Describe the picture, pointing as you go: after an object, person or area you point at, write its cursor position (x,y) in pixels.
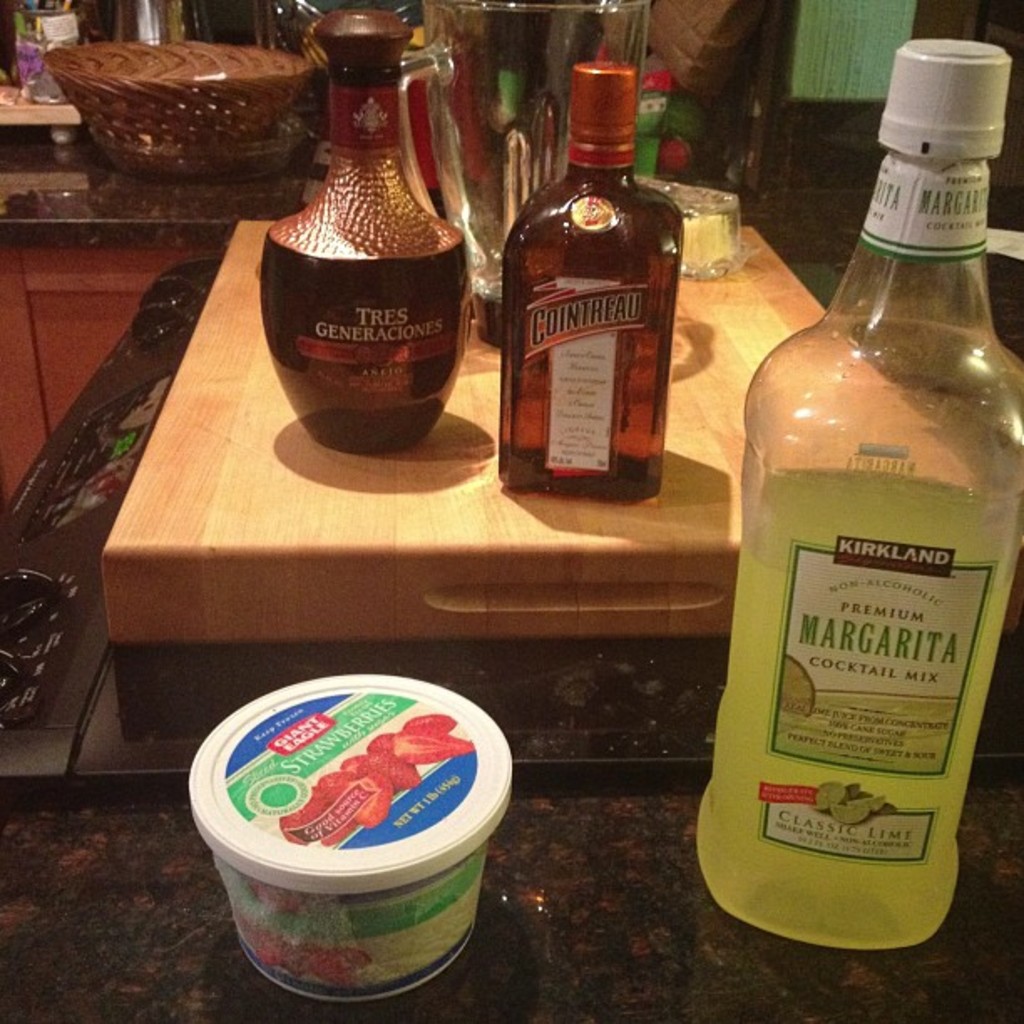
In this picture to the right (840,830) there is a bottle (816,626) with the green color liquid (765,648) in it. And to the left side (271,925) beside the bottle (719,751) there is a box (480,762) with white color and with strawberry label (320,782) on it. Behind them there is a table (785,295). On the table (729,342) there are two bottles (422,316) with liquor (409,342) in it. Behind them there is a glass (461,85). And on the table (76,185) to the top left corner (198,90) there is a basket (165,113).
